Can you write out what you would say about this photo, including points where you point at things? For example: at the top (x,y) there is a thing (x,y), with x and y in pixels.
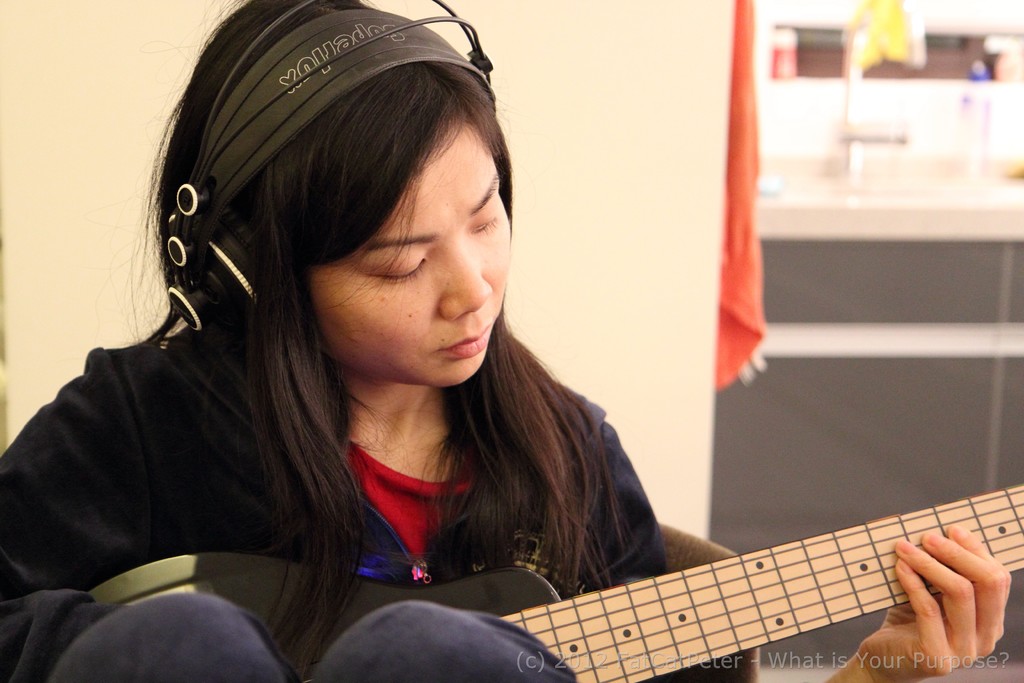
The woman (185,465) sitting in a chair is wearing a headset (206,199) and playing guitar (719,614).
